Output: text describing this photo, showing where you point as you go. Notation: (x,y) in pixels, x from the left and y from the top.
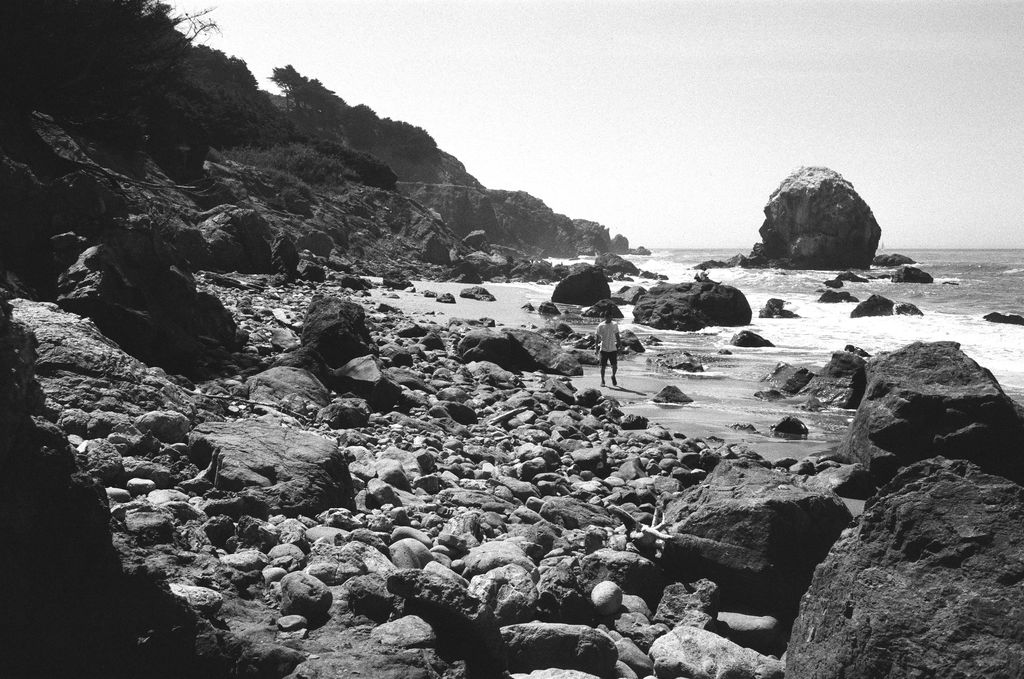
This is a black and white picture, there is a person (607,343) walking in the middle (613,362) and another person (696,281) sitting on a rock (727,315) in the back (710,288), there are rocks (460,244) and hills (255,216) on the left side (153,255) and beach (831,335) on the right side (881,288) and above its sky (647,54).
